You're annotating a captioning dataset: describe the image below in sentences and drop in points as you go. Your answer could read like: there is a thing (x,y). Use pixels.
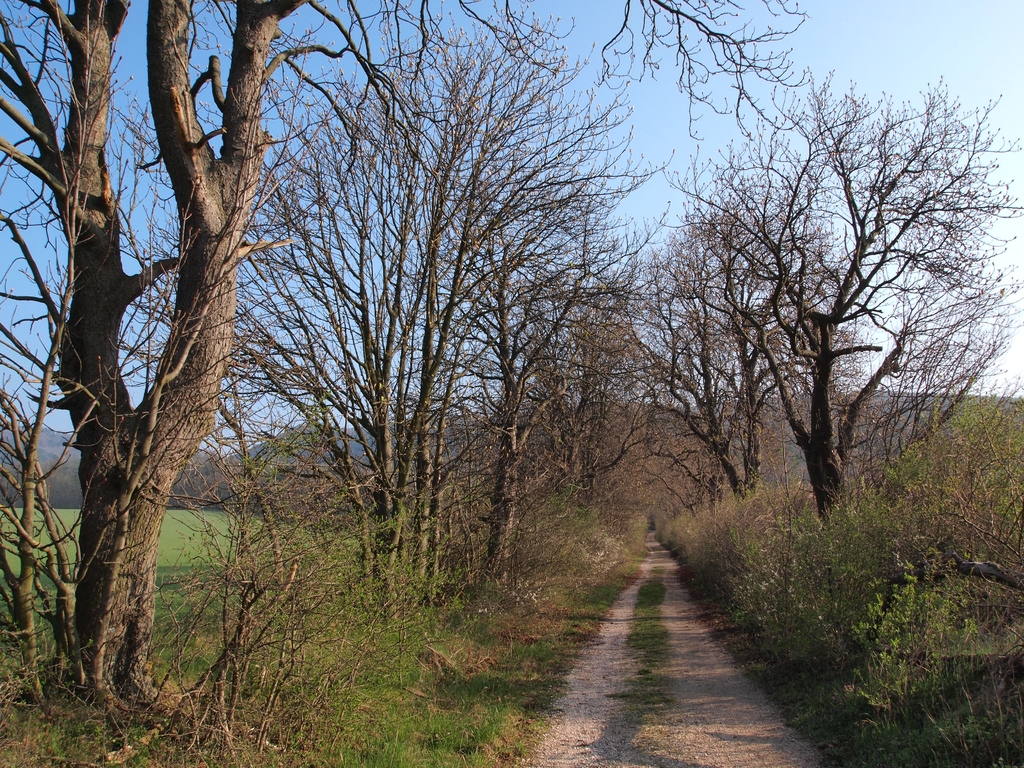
In this image I can see a path (631,615) in the centre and on the both sides of the path (666,574) I can see grass (906,753), bushes (699,558) and number of trees (97,635). On the left side of the image (222,518) I can see an open grass ground (173,563). In the background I can see mountains (62,499) and the sky (598,18).
